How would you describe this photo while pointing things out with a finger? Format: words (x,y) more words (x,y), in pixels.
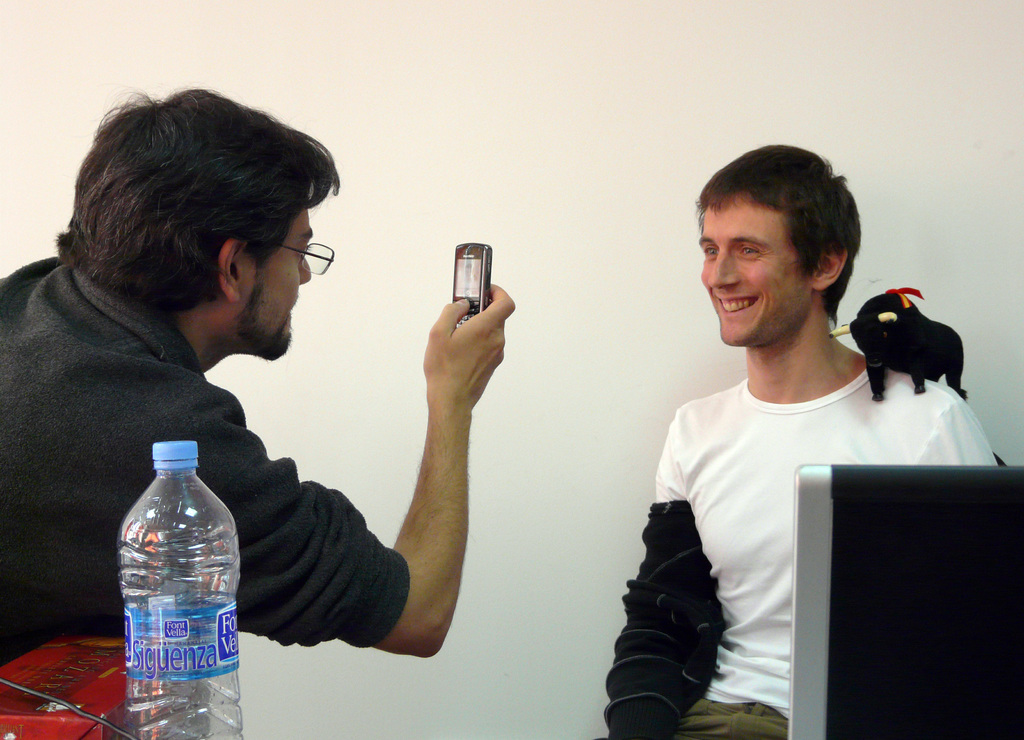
On the right (777,621) there is a man (774,477) he is smiling, he wear white t shirt (764,454). On the left (119,342) there is a man (112,350) he wear black t shirt (113,407), he holds a mobile (470,292).
